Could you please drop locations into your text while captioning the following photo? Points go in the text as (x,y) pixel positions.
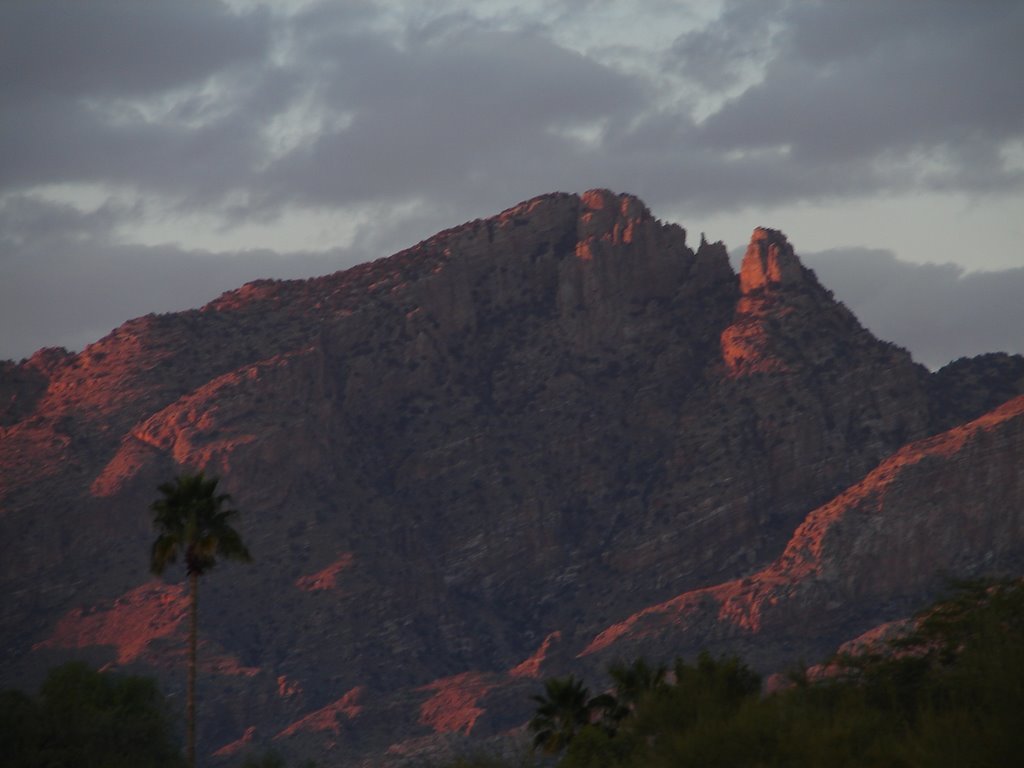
In this picture I can see at the bottom (936,761) there are trees (68,725), in the middle (487,288) there are hills (656,428). At the top (646,153) there is the sky (638,154).
